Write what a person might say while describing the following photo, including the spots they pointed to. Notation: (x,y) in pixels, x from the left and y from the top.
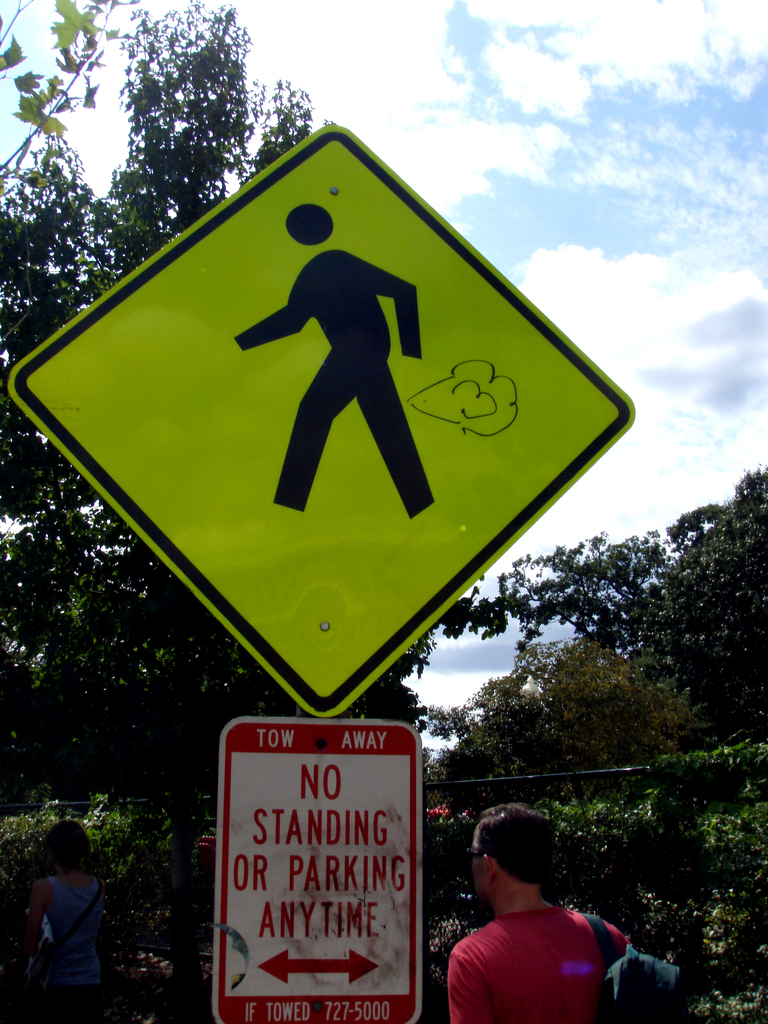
In this image in front (334,883) there are two persons (566,921) and we can see two sign boards (341,582). At the center of the image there is a metal fence (102,840). In the background (760,676) there are trees (676,661) and sky (647,94).
